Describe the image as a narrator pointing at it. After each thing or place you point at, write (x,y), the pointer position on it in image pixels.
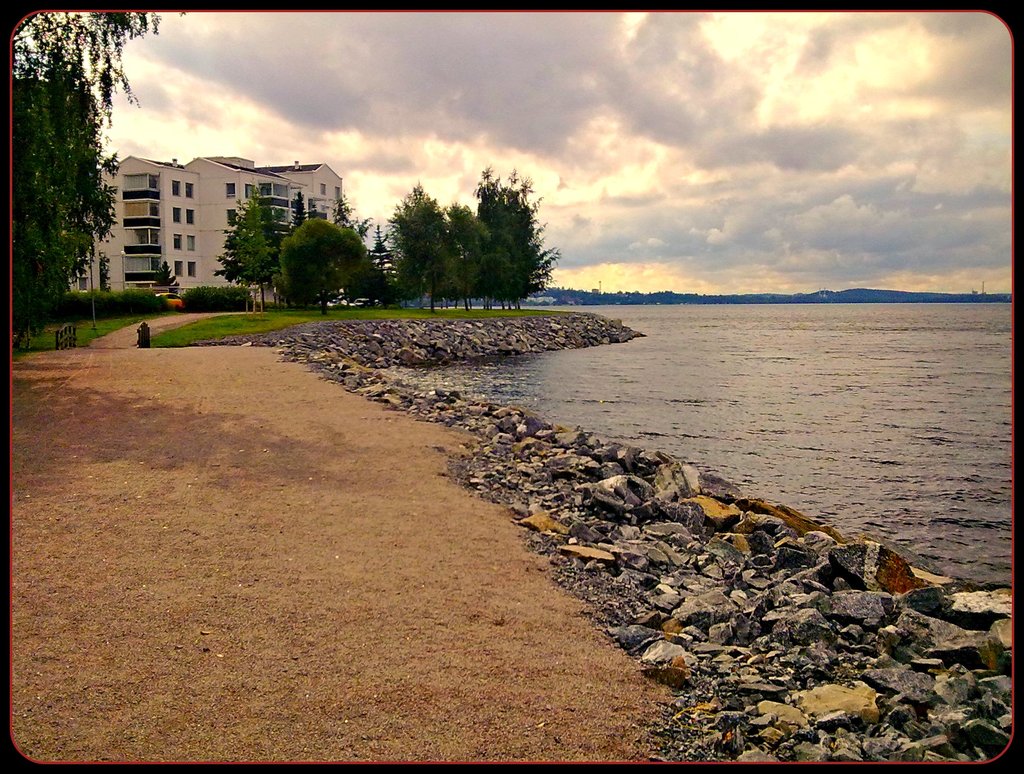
In this image, we can see ground (483,571), stones (834,732), water (763,493). Background (507,262) there are so many trees (322,282), buildings (193,239), walls (218,277) and cloudy sky (686,191).
